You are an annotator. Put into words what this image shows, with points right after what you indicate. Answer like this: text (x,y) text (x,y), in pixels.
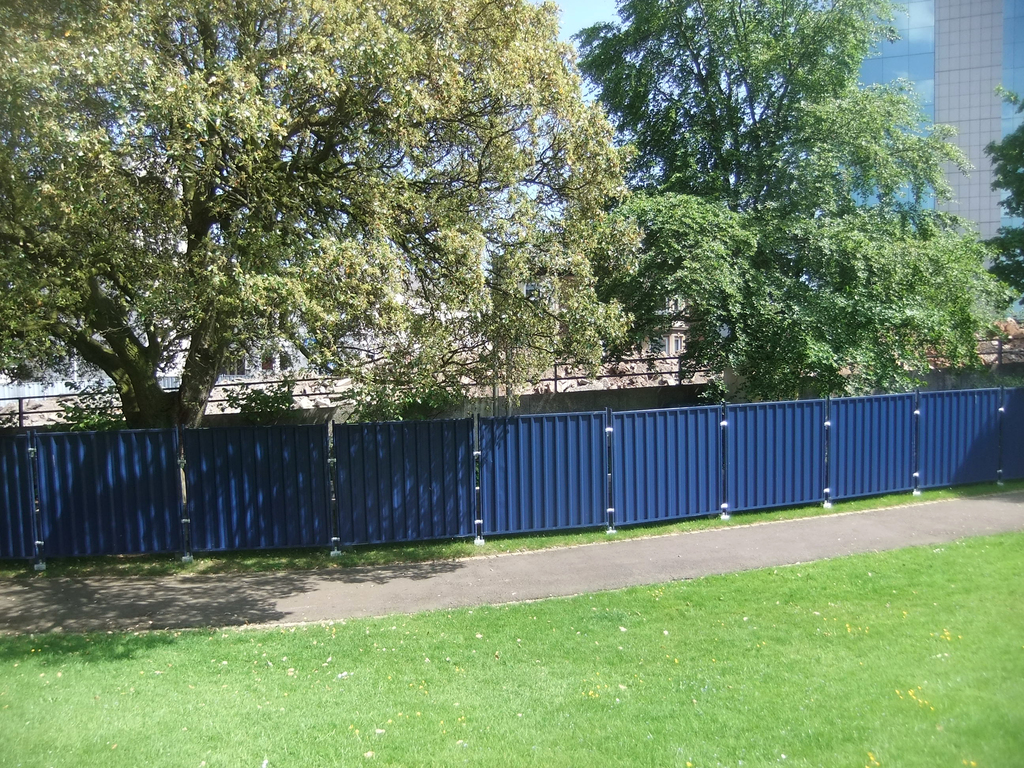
In the background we can see the sky (288,152). On the right side of the picture (1012,52) we can see a building (1000,116). In this picture we can see the trees (995,274), plants (450,405), railing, metal wall (401,473) in blue color. At the bottom portion of the picture (611,671) we can see the green grass (574,709) and the pathway (843,536).
